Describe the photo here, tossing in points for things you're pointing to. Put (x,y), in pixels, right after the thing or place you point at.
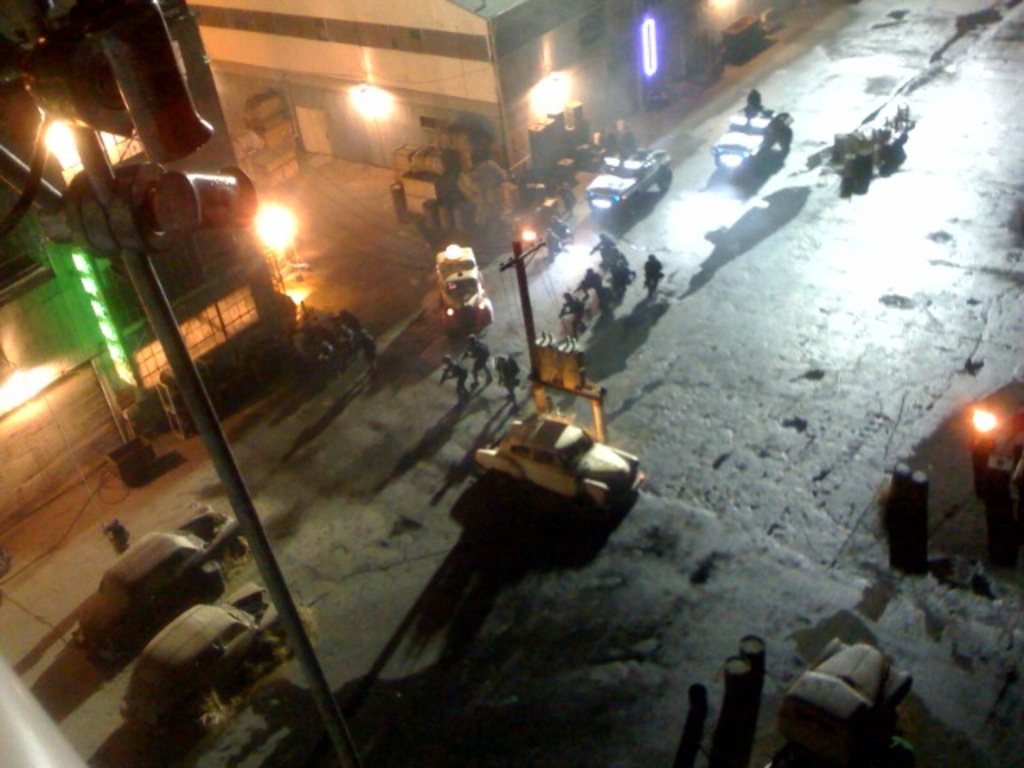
This picture is clicked outside. In the center (512,395) we can see the group of people (754,93) and the cars (637,193) running the road (670,413) and we can see the lights (157,231), metal rod (147,258) and some other items (148,176). In the background (569,33) we can see the buildings (554,33).
